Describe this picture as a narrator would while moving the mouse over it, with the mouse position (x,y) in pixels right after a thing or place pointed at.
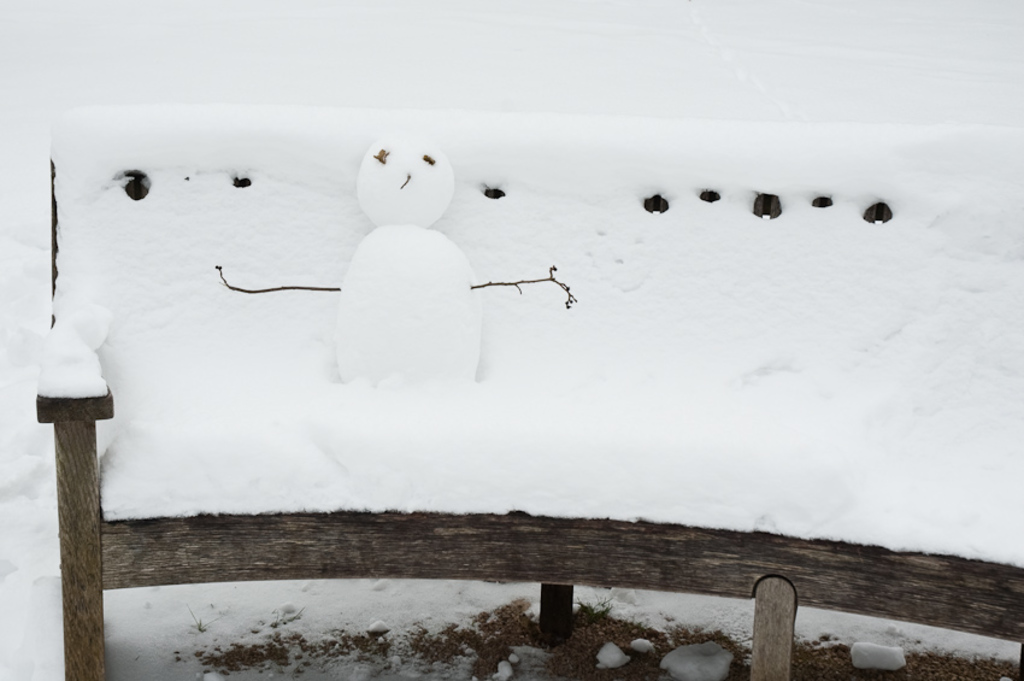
In this picture we can see the snow (869,487). We can see the wooden bench (80,499) is covered with the snow (484,380). We can see a snowman (475,360) and the twigs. At the bottom portion of the picture (590,662) it seems like the ground (554,659).
